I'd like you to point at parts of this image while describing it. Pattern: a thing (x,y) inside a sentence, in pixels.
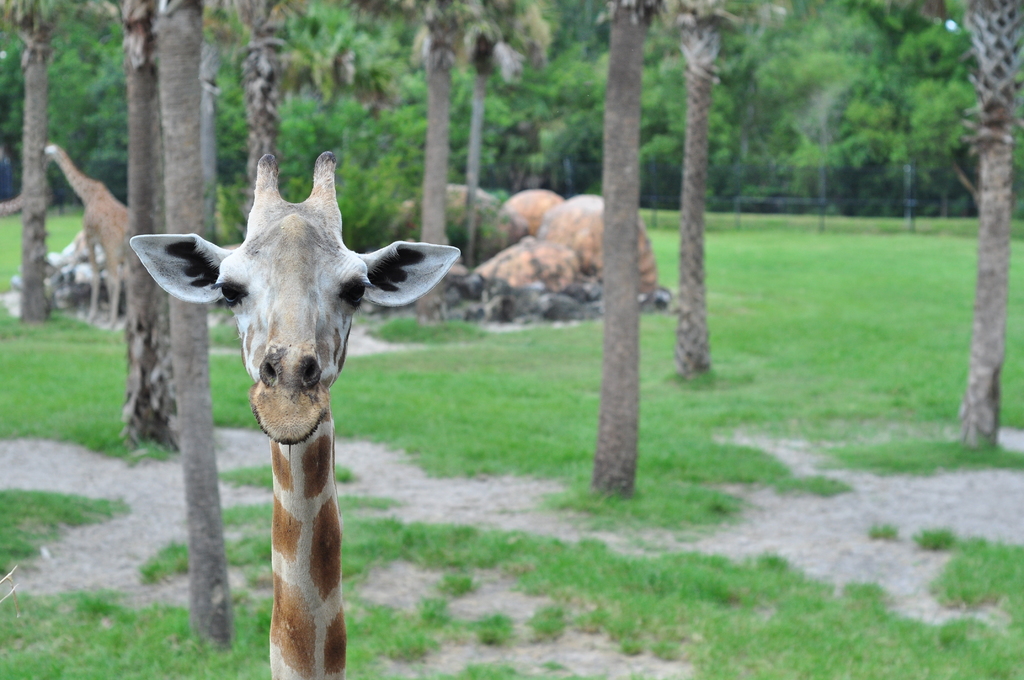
In this image, we can see giraffes (283,416) and in the background (489,123), there are trees (613,127), fence (793,203) and rocks (542,276). At the bottom (628,550), there is ground (610,533) covered with grass (564,508).
